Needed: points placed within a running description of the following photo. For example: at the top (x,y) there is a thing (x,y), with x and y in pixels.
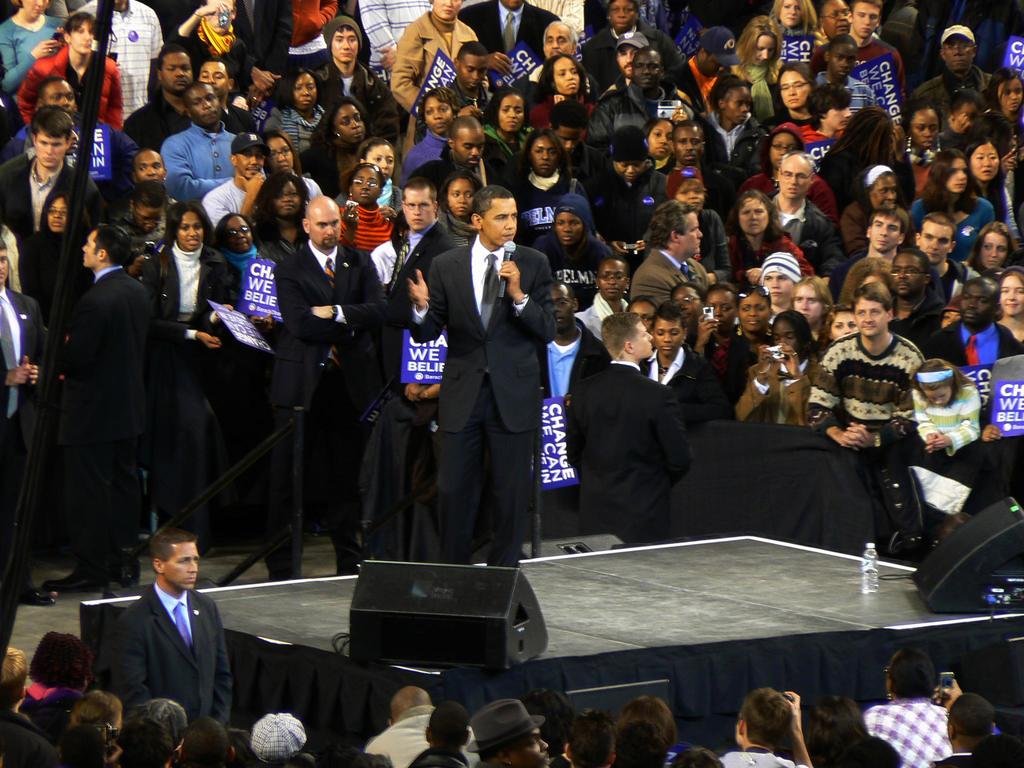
In this image we can see few people (604,267) standing on the floor (25,615), some of them are holding boards (998,403) and a person (480,471) is standing on the stage (661,589) and holding a mic (499,285) and there are black colored object (507,605) and a bottle (862,577) on the stage (677,574).
